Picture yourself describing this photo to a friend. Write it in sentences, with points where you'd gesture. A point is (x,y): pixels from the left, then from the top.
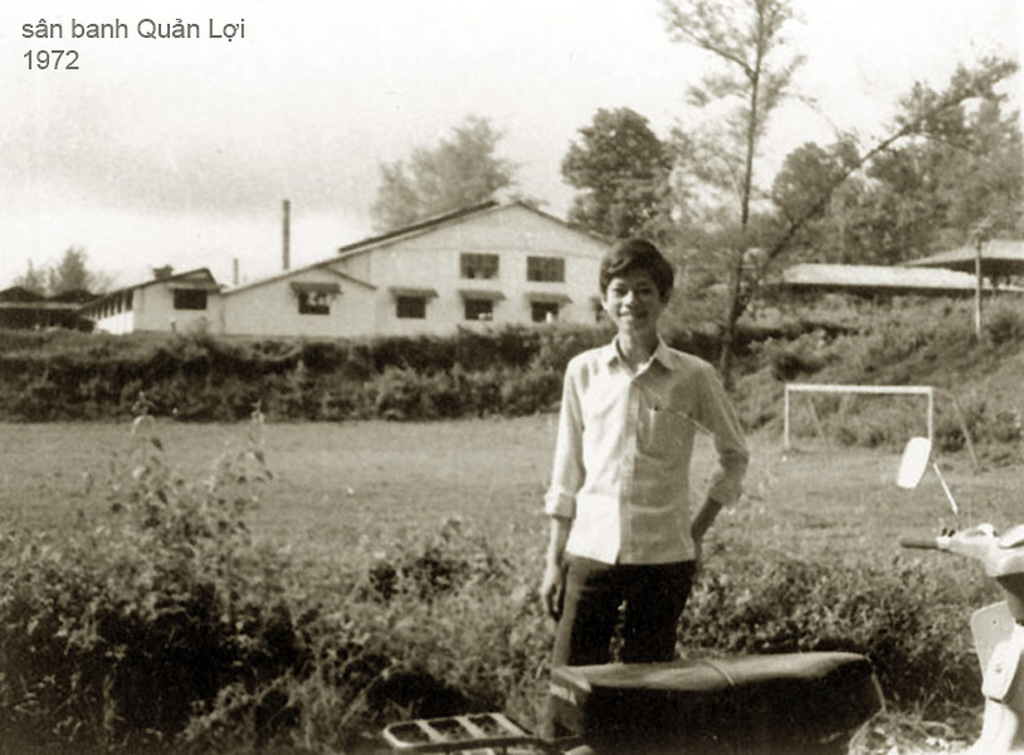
This is a black and white image. We can see a person (575,596) and a vehicle (800,688). We can see some houses (915,294), plants (899,324), trees (711,308). We can see the ground (794,457) with some objects (859,389). We can also see the sky (365,203) and some text (28,29) on the top left corner (198,134).
